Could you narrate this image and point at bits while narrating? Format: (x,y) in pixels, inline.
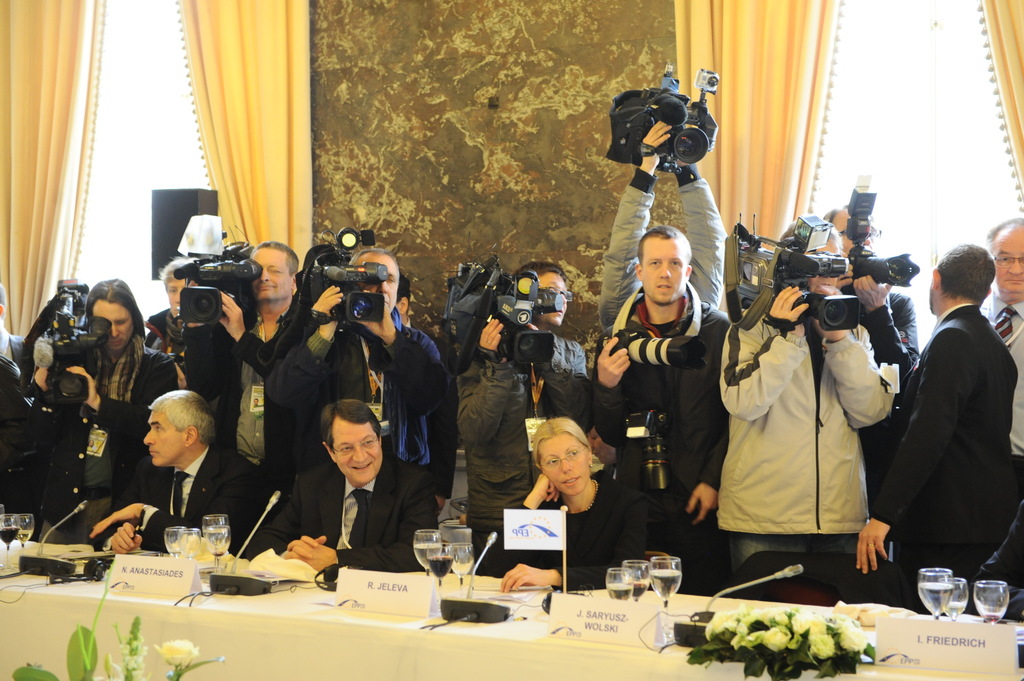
In this image I can see three persons (187,468) sitting, in front (769,630) I can see few glasses (178,545), flowers (725,630), microphones (680,630) on the table (301,610). Background (263,290) I can see few other persons (863,420) standing holding camera (317,290). I can see wall (443,198) in brown color, curtain (232,116) in cream color.
